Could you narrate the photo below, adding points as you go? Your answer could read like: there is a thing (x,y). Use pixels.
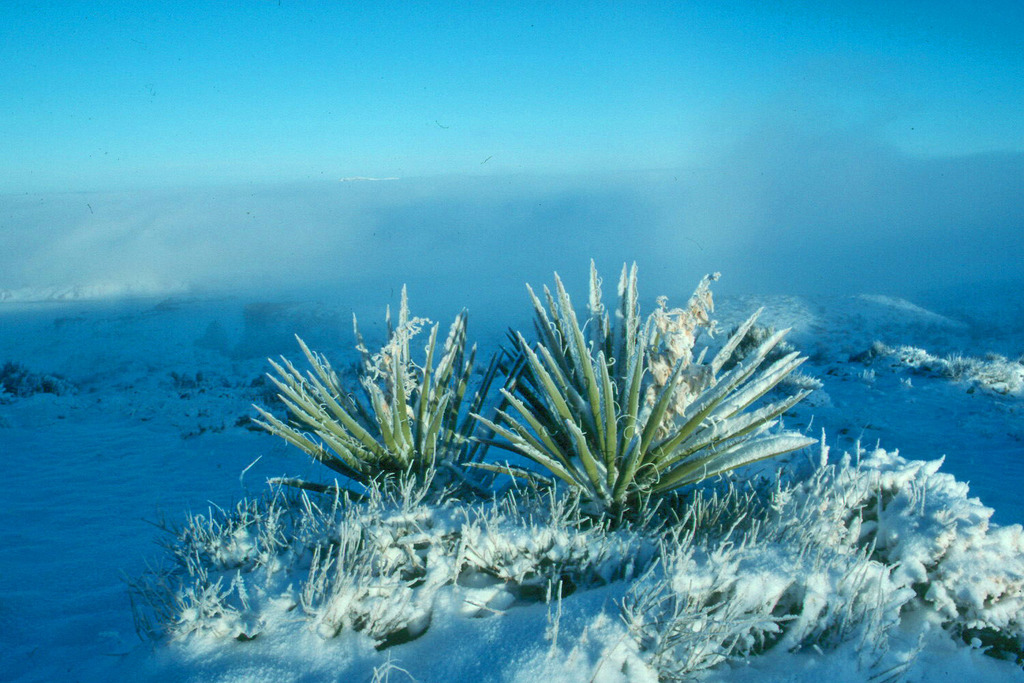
In this image we can see plants (657,516) and snow (130,519). In the background (440,229) there is sky (673,94).
